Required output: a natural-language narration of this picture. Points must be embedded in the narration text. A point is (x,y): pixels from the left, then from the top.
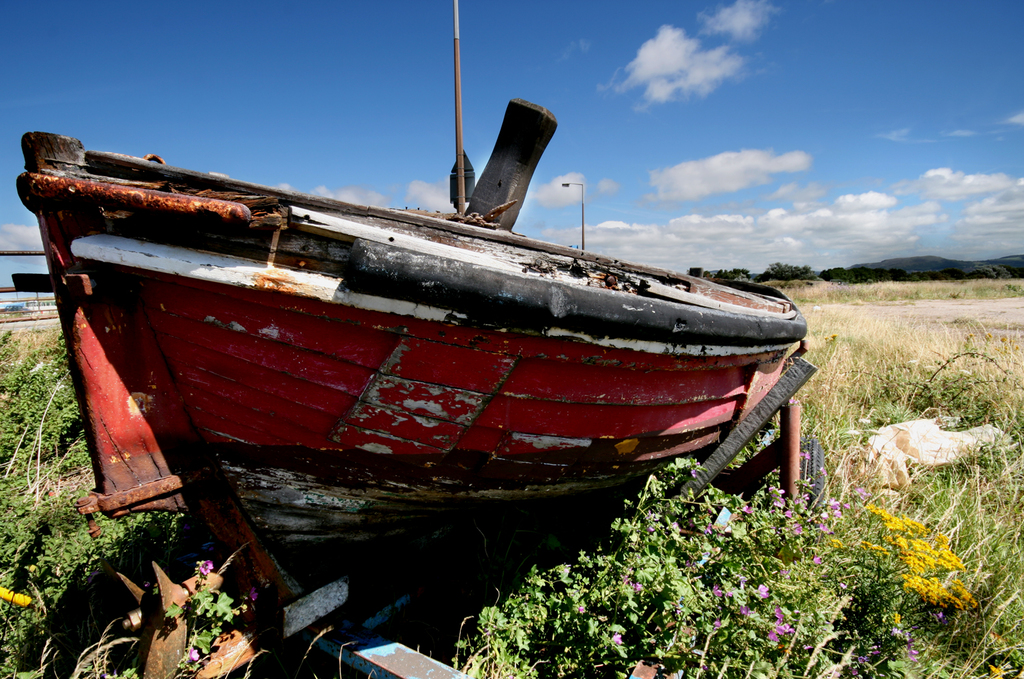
In this image in front (421,321) there is a boat (439,312). There are plants (734,602) and flowers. At the bottom of the image (965,542) there is grass (902,331) on the surface (925,331). In the background of the image (957,272) there are trees (879,276), mountains (928,266) and sky (788,43). On the left side of the image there is water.
